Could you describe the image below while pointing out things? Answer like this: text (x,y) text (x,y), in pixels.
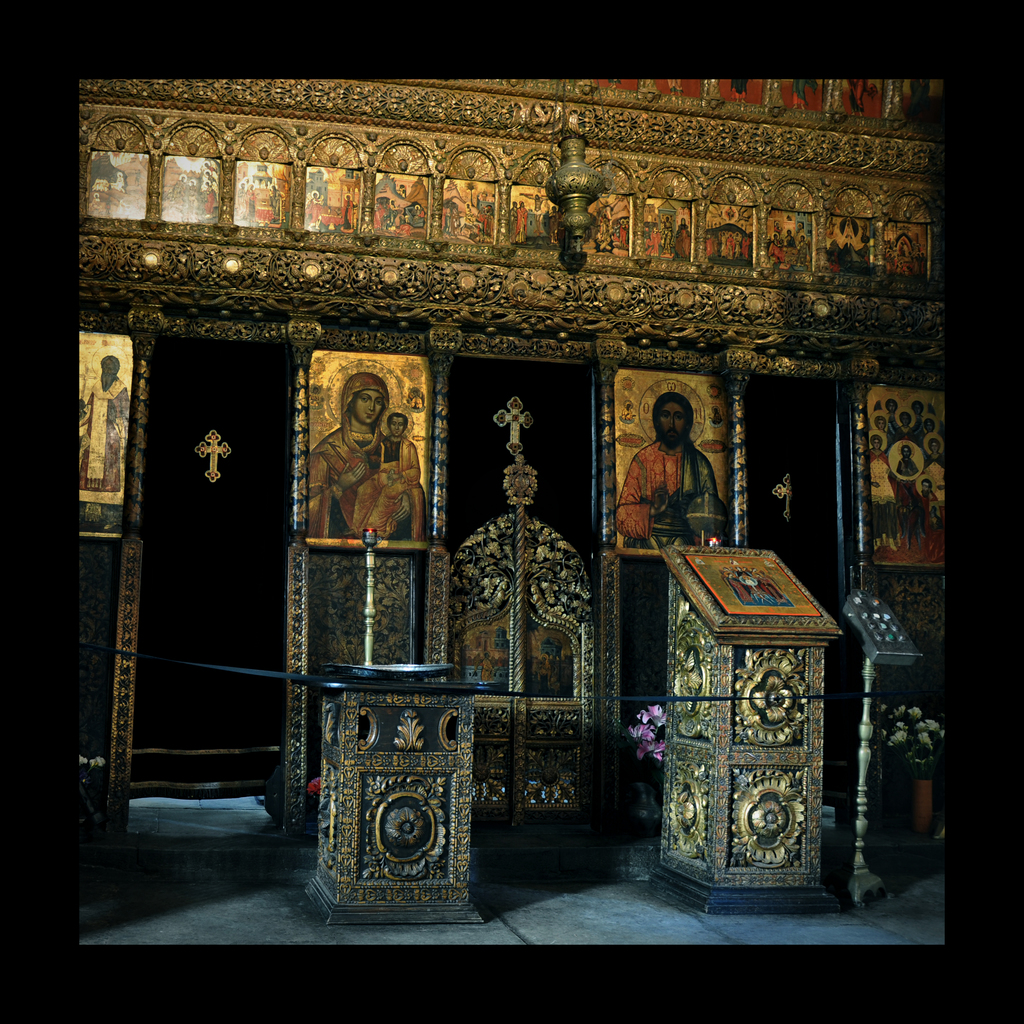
In this image we can see some photo frames (317,501) on the wall (474,289), there is a podium (699,670), there are objects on the stand (387,687), there is an object (578,173) is hung, and the borders (737,1010) are black in color.
